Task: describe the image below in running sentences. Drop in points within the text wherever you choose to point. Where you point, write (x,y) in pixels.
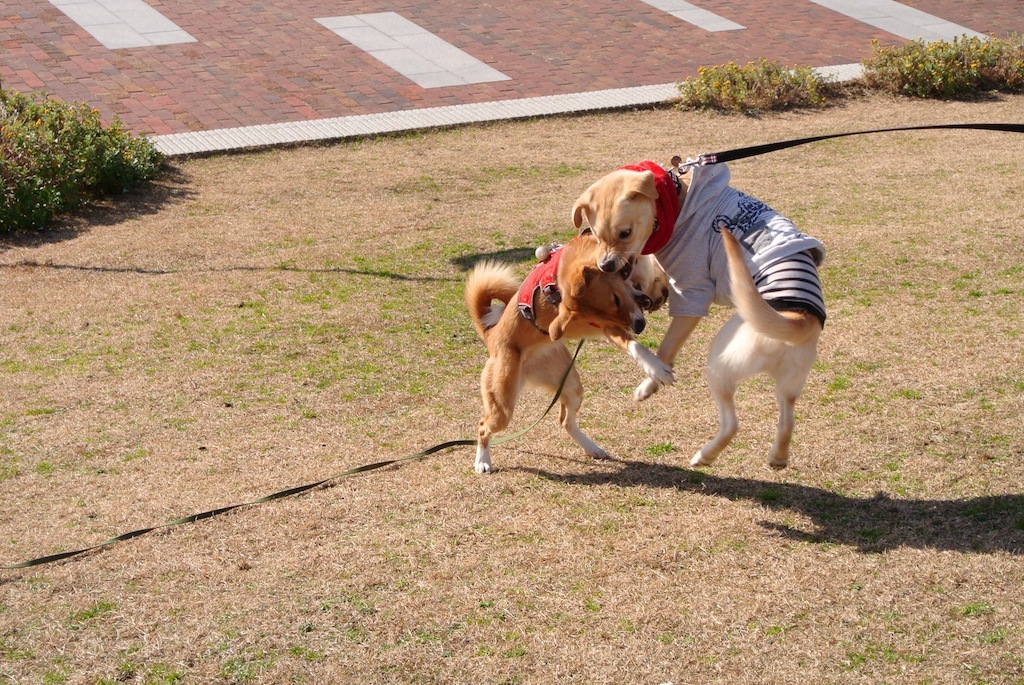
In this picture we can see two dogs (732,303) are fighting, at the bottom (540,498) there is grass (386,371), there are some plants (709,105) in the middle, in the background (358,49) we can see tiles (358,49).
